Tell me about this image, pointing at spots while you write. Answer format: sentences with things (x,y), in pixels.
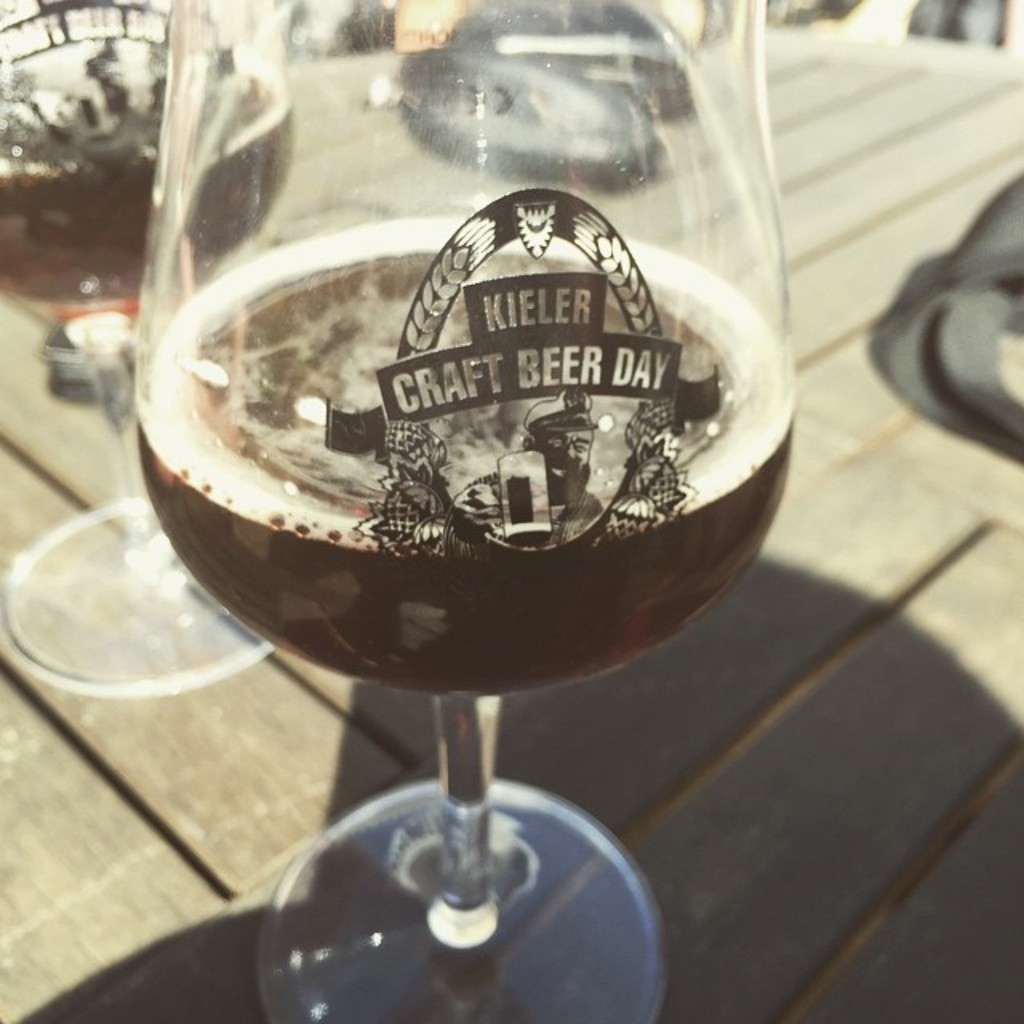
In this picture we can see glasses (562,617) with drinks (532,598) in it and these glasses (581,544) are on the platform (869,638).
